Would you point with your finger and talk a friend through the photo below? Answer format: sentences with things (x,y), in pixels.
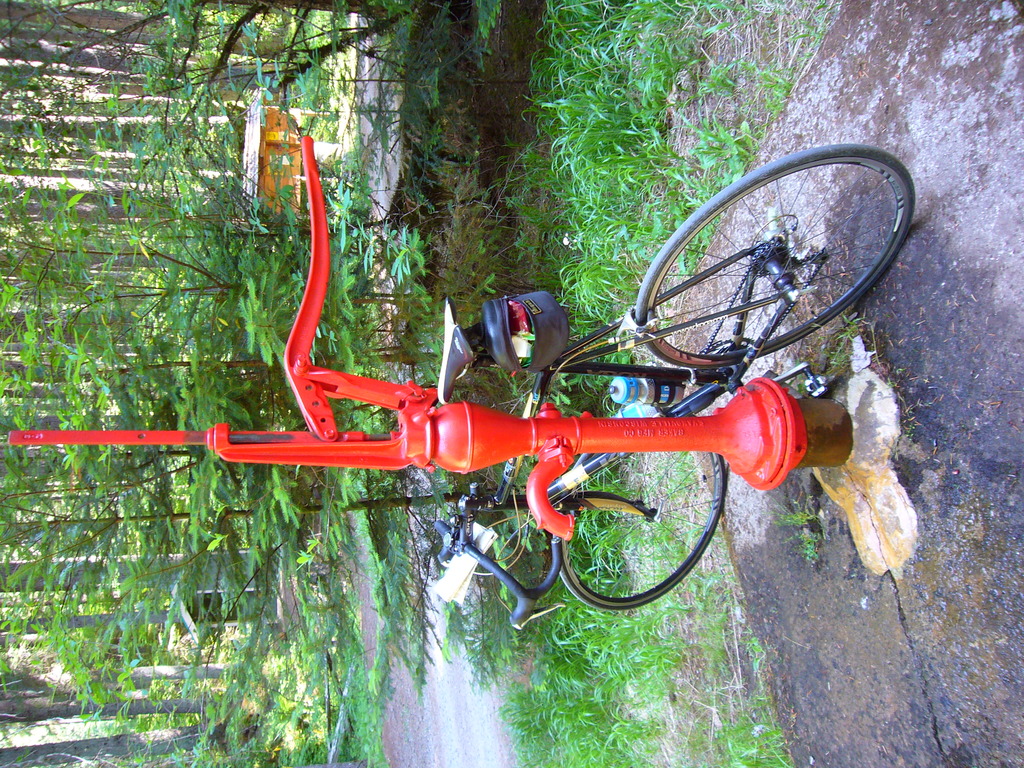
In this image, I can see a hand pump (470,468) and a bicycle (523,502), which is parked. On the left side of the image (213,378), there are trees (214,372), a house (251,149) and grass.
